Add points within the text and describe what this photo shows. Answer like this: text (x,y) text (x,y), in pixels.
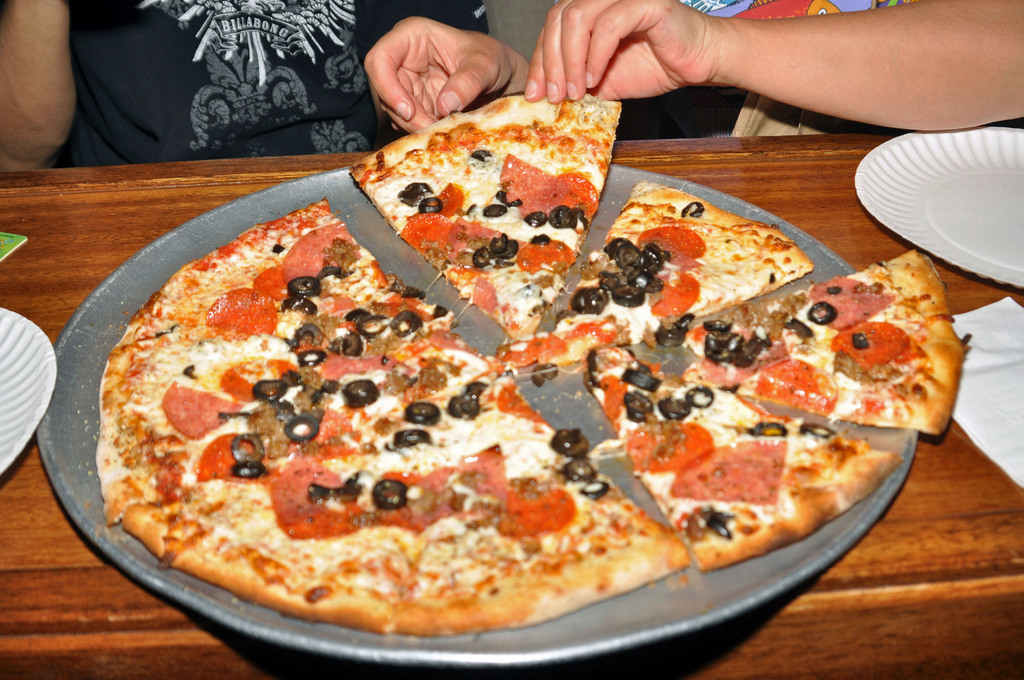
In this image we can see pizza (411,226) on plate (621,631) placed on the table (860,618). In the background (706,28) there are persons (467,27).
